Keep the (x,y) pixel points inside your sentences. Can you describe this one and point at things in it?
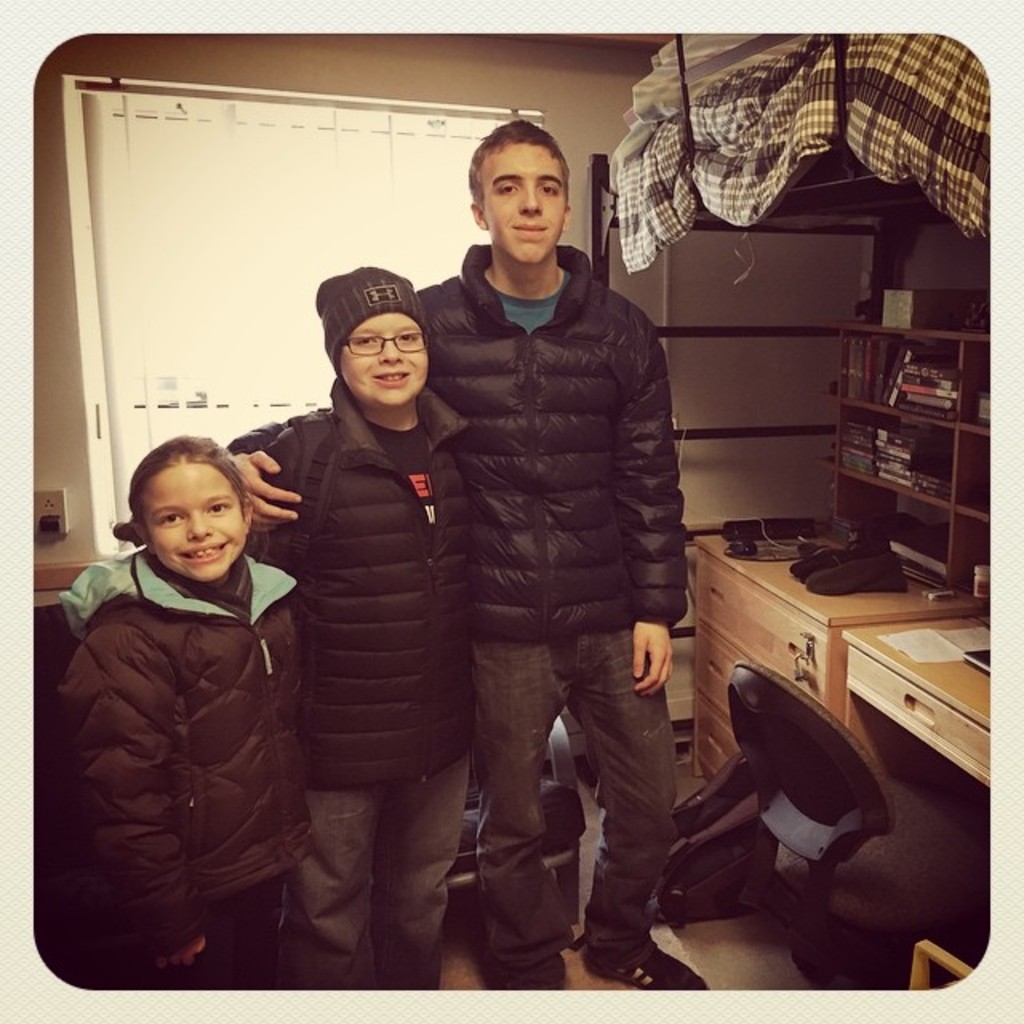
There are three members (386,520) here wearing a black jackets (465,561) and posing for a picture. One of them is a girl (220,723). Two of them are men (421,519). In the background (274,146) there is a window (246,204). Beside them there is a table (785,639) on which some of the accessories (841,576) are placed and cupboard (873,470) in which books (888,375) are placed.
